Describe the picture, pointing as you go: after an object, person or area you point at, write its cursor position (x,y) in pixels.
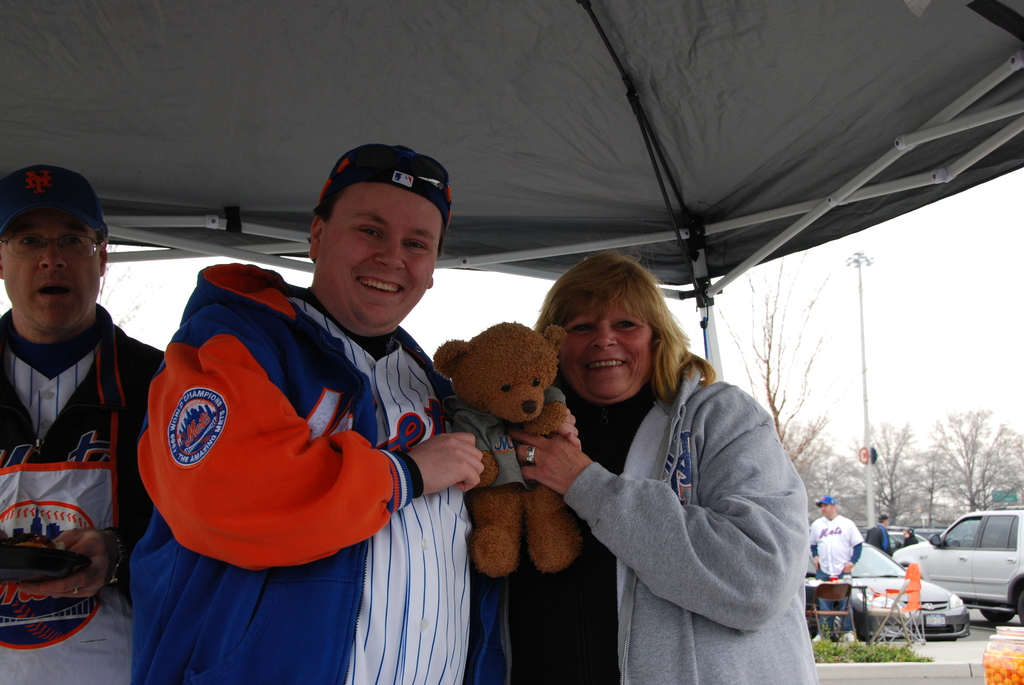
In the image there is a man (445,453) and woman (730,428) in hoodie (680,430) holding a teddy bear (504,387) and another man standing on the left side (64,226) under the tent (485,95), on the right side (875,578) background (838,560) there are cars (886,581) and few people (844,573) standing on the road (932,647) with trees (860,470) in the background (849,453) and above its sky (964,282).
